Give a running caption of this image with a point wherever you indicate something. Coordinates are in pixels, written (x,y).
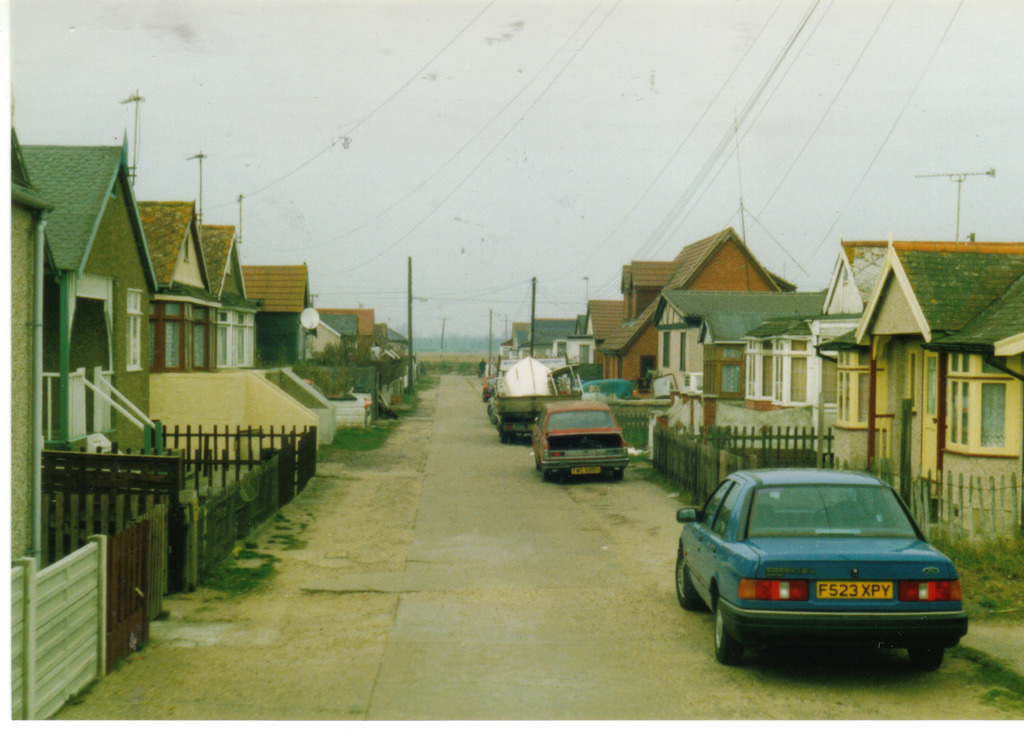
This image is clicked on the road (609,659). There are vehicles (772,601) parked on the road (585,502). Beside the road (597,669) there are plants (939,537) and grass (1018,577) on the ground (343,464). On the either sides of the image there are houses (252,306). There are railings (238,458) in front of the houses (738,374). There are poles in the image. At the top (412,63) there is the sky (412,63).
